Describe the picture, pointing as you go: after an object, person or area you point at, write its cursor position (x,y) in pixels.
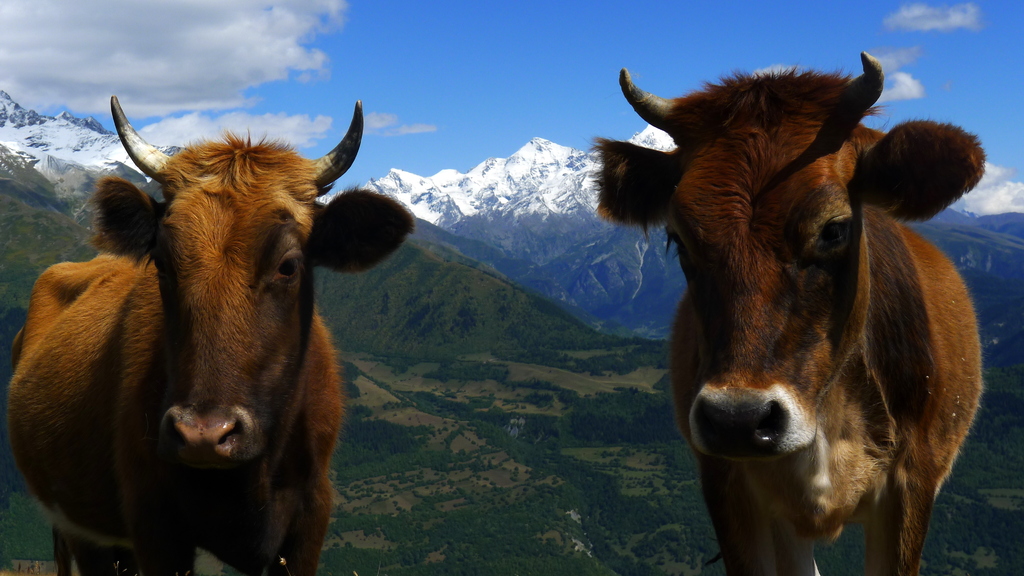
In the center of the image (342,250) there are animals (55,350). In the background (351,281) there are hills (464,212) and sky (448,145).
